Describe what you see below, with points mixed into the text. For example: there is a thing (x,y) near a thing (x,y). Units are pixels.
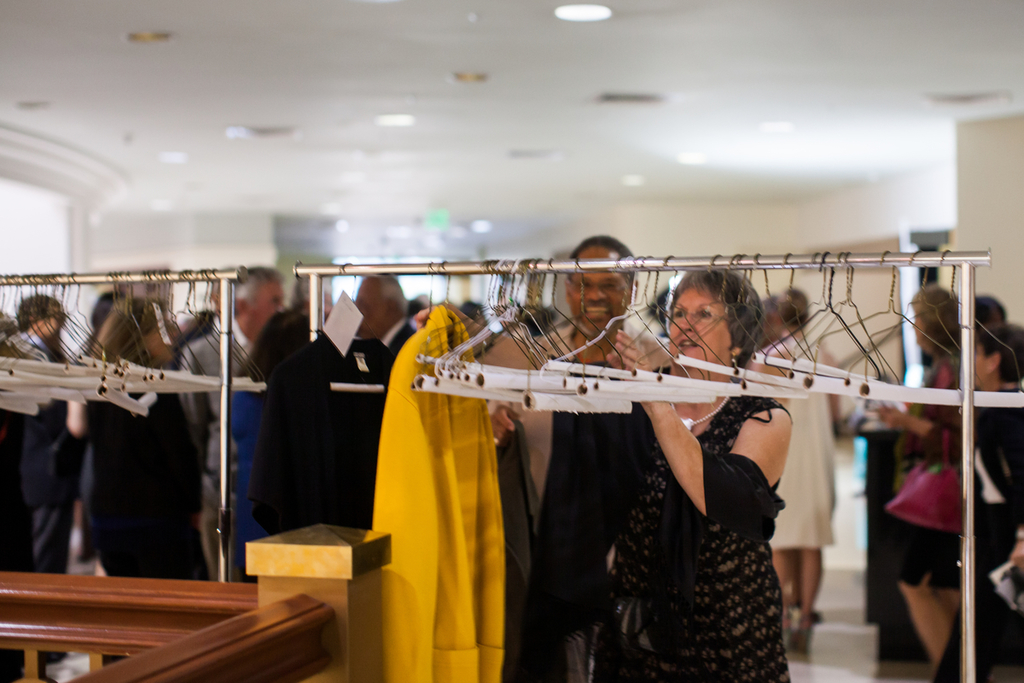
In this image we can see hangers (795,338) to the stand (223,526). At the bottom of the image (696,465) we can see persons (681,471). In the background (33,485) we can see persons (18,488), wall (676,252) and lights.
